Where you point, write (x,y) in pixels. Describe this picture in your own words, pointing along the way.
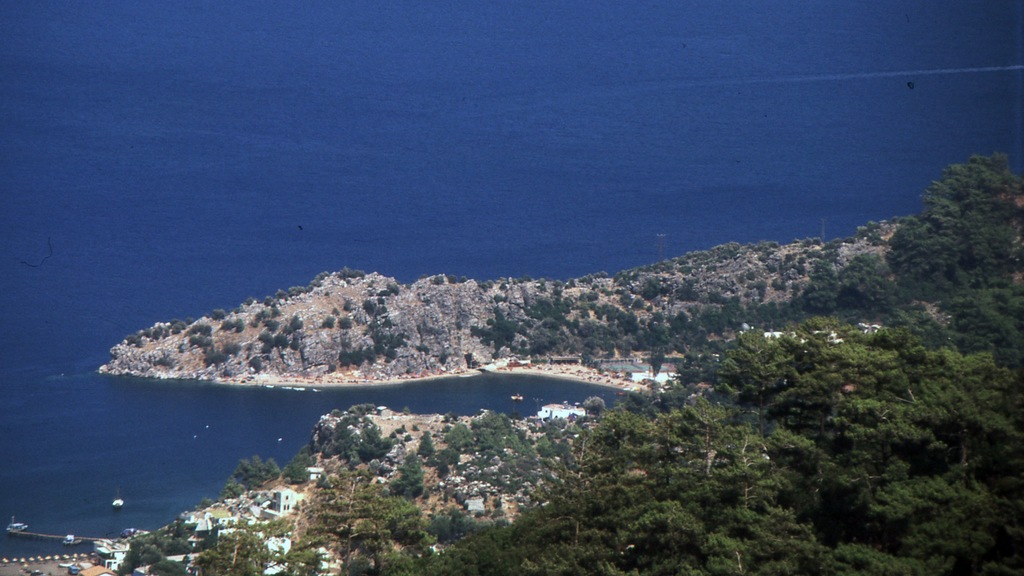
In the picture we can see an aerial view of an Island (452,557) with trees (928,541), plants (158,556) and the rock's surface (851,244) and besides it, we can see the water (435,244) which is blue in color.
